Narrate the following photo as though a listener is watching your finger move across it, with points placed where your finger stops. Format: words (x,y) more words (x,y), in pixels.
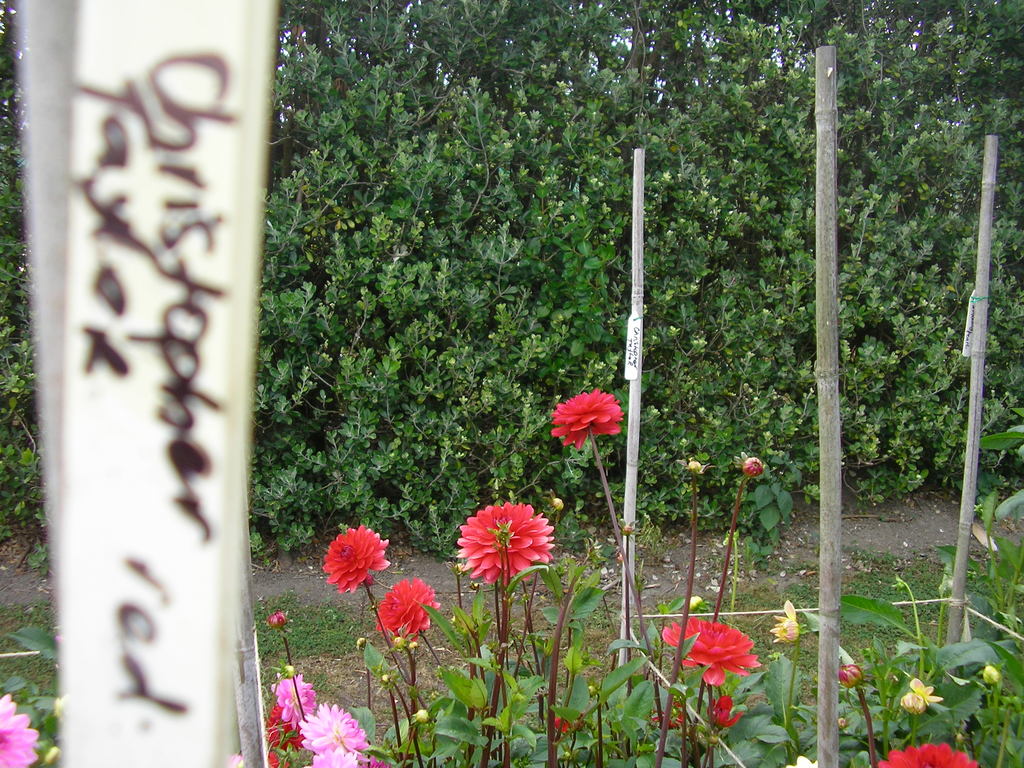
In the foreground (956,613) I can see flowering plants (685,629), bamboo sticks (833,615) and trees (521,404). This image is taken may be in a farm (591,323).
